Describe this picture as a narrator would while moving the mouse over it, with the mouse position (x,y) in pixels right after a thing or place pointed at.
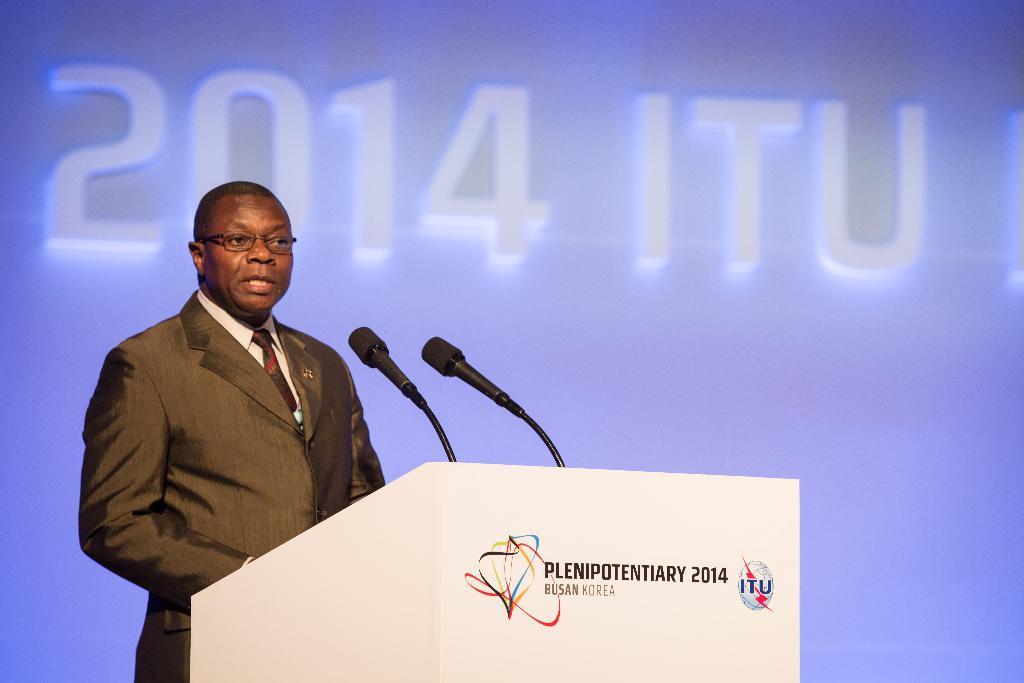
In the center of the image (347,407) we can see a person (255,430) is standing and he is in a different costume (247,429) and he is wearing glasses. In front of him, we can see microphones (492,394) and a stand (485,575) with some text (593,575). In the background (638,343) there is a wall (466,338) with some text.
